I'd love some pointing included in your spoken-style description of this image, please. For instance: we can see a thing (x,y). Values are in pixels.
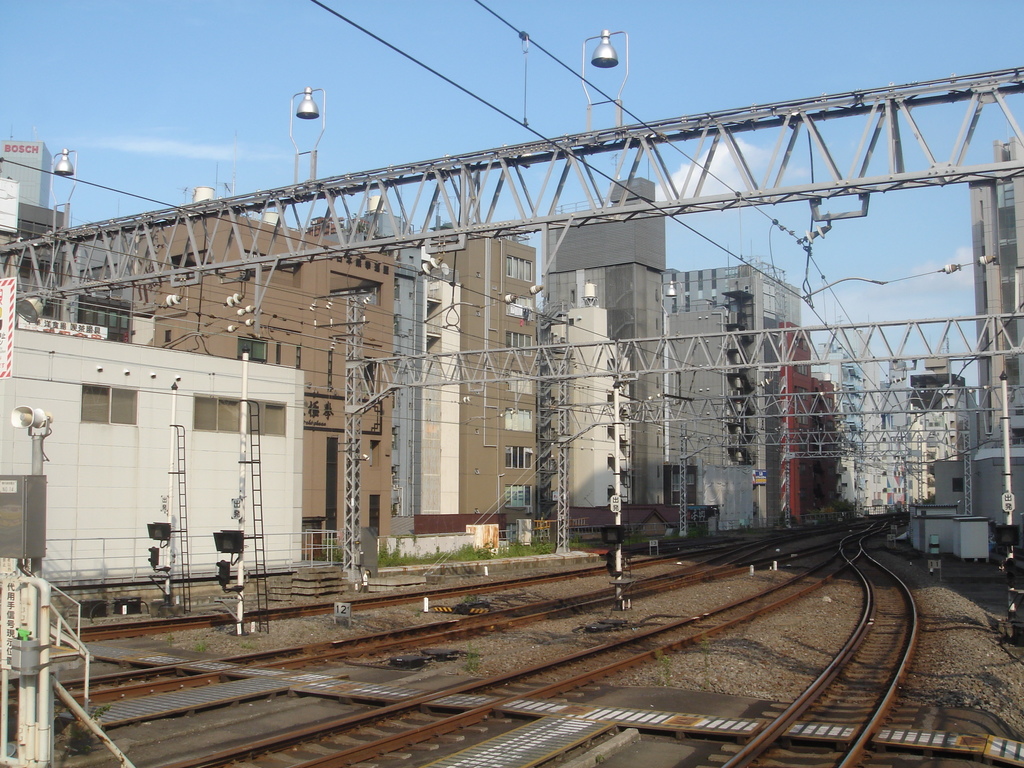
This image is taken and outdoors. At the top of the image (223,62) there is the sky (213,138) with clouds (732,173). At the bottom of the image (879,720) there are a few railway tracks (772,717). In the middle of the image (356,319) there are many iron bars (360,482) and stands (565,419) with wires (807,264). In the background (207,395) there are few buildings (556,367) with walls (608,429), windows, roofs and doors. On the left side of the image (178,462) there is a machine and there are two ladders (262,530).
